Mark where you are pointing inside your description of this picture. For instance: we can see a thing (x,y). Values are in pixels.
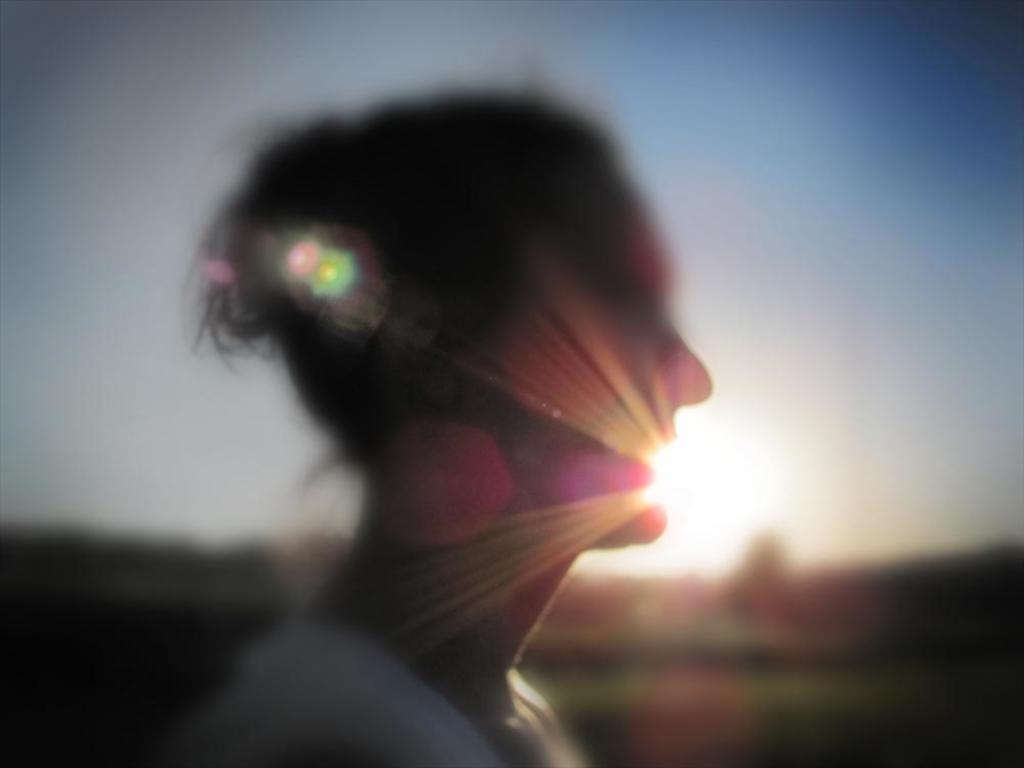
In this image, we can see a blurred person (572,312) and the blurred background (985,337).
